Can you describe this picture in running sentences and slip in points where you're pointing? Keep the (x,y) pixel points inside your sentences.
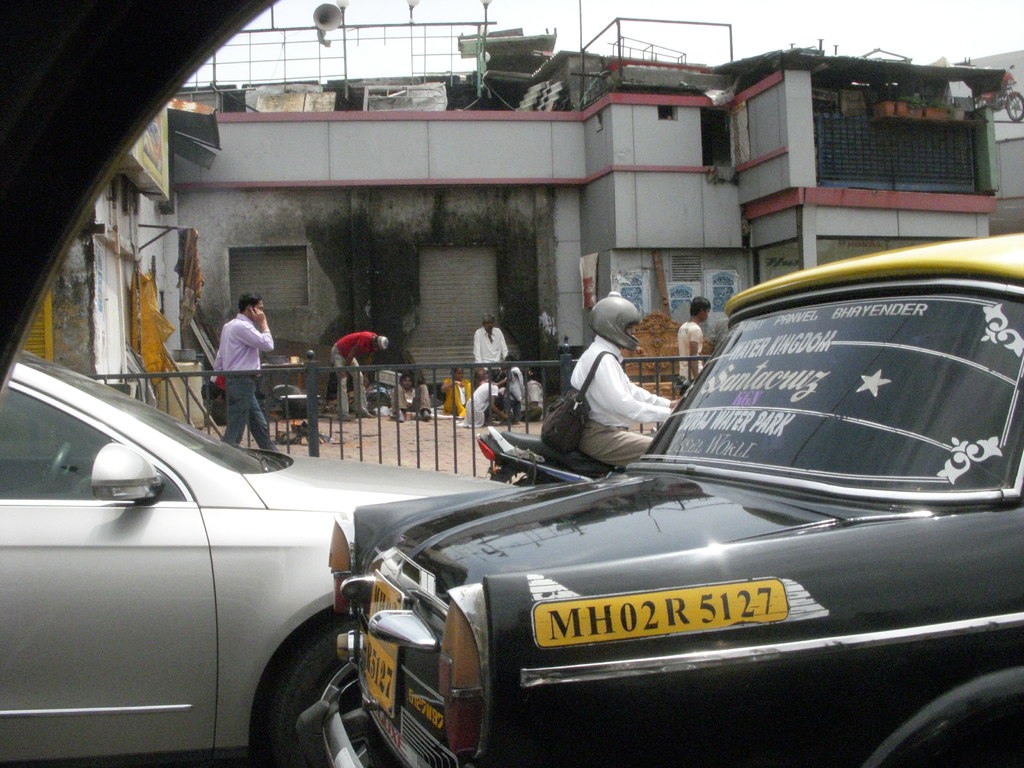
At the bottom of the image (117,650) there are cars (653,511) and we can see a man (620,433) sitting on the bike (517,445). In the background (394,428) there is a fence (341,428) and we can see people (513,378). There are buildings (819,198). At the top (790,34) there is sky (666,43).
